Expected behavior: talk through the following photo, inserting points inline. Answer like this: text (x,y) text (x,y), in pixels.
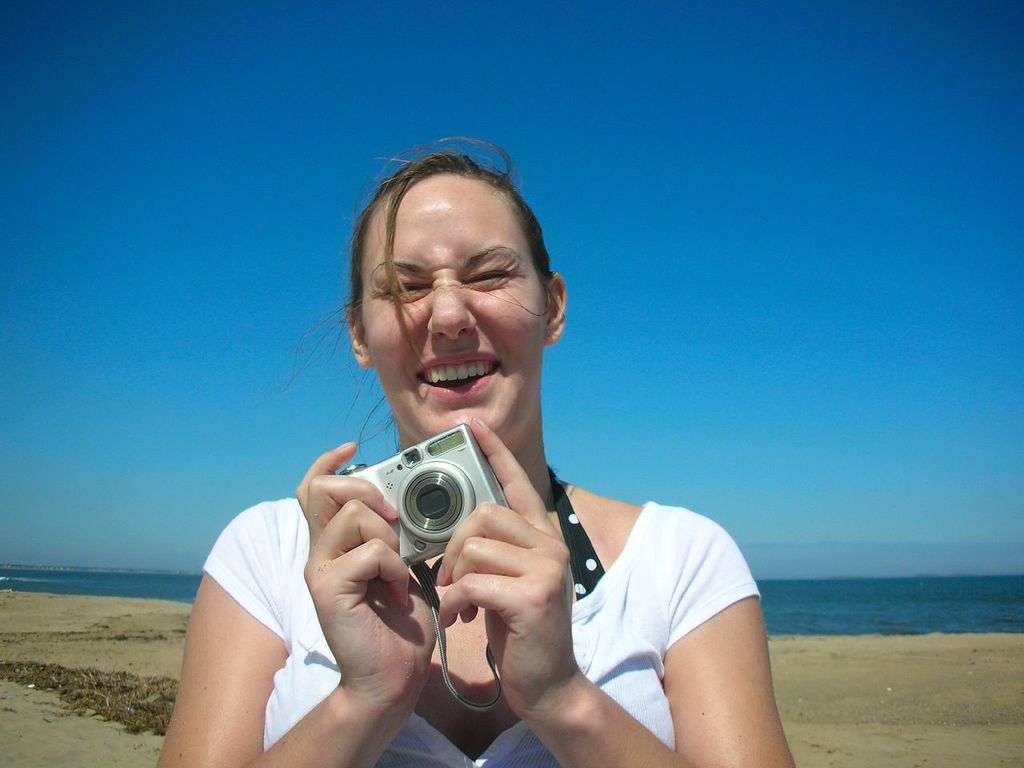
In this image I see a woman (510,621) who is holding a camera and she is smiling. In the background (339,336) I see the sand (929,683), water (961,612) and the sky (702,6).
